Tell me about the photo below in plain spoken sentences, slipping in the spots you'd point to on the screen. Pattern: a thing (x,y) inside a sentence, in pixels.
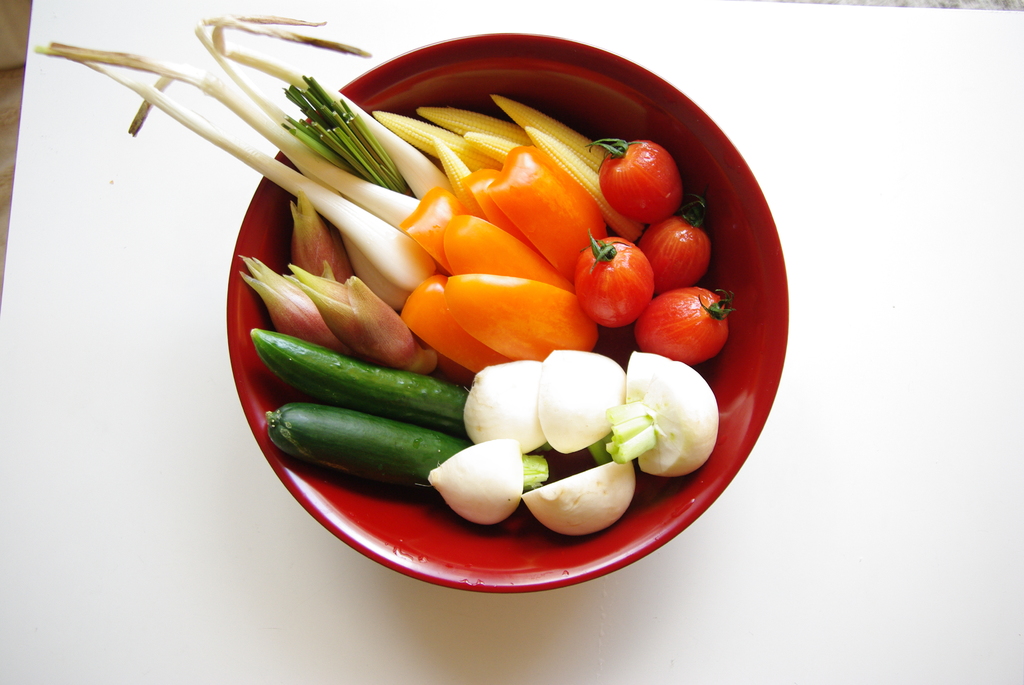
In this image I can see few vegetables (395,232) in the bowl (349,521) and the vegetables (385,420) are in green, white, red and orange color and the bowl (458,554) is in red color and the bowl (452,571) is on the white color surface (240,591).
